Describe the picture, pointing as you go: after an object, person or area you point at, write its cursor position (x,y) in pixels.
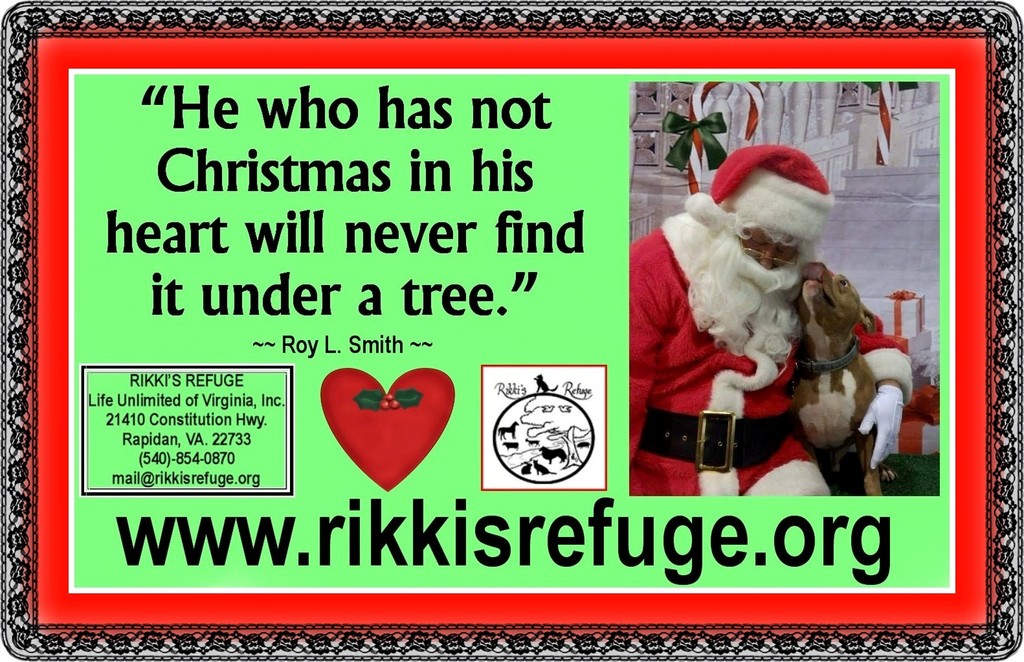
In this image I can see a man (695,326) in red colour dress (664,486) and here I can see a brown colour dog (859,356). I can also see few gift boxes (917,427) in background (878,298) and here I can see something is written at few places.
